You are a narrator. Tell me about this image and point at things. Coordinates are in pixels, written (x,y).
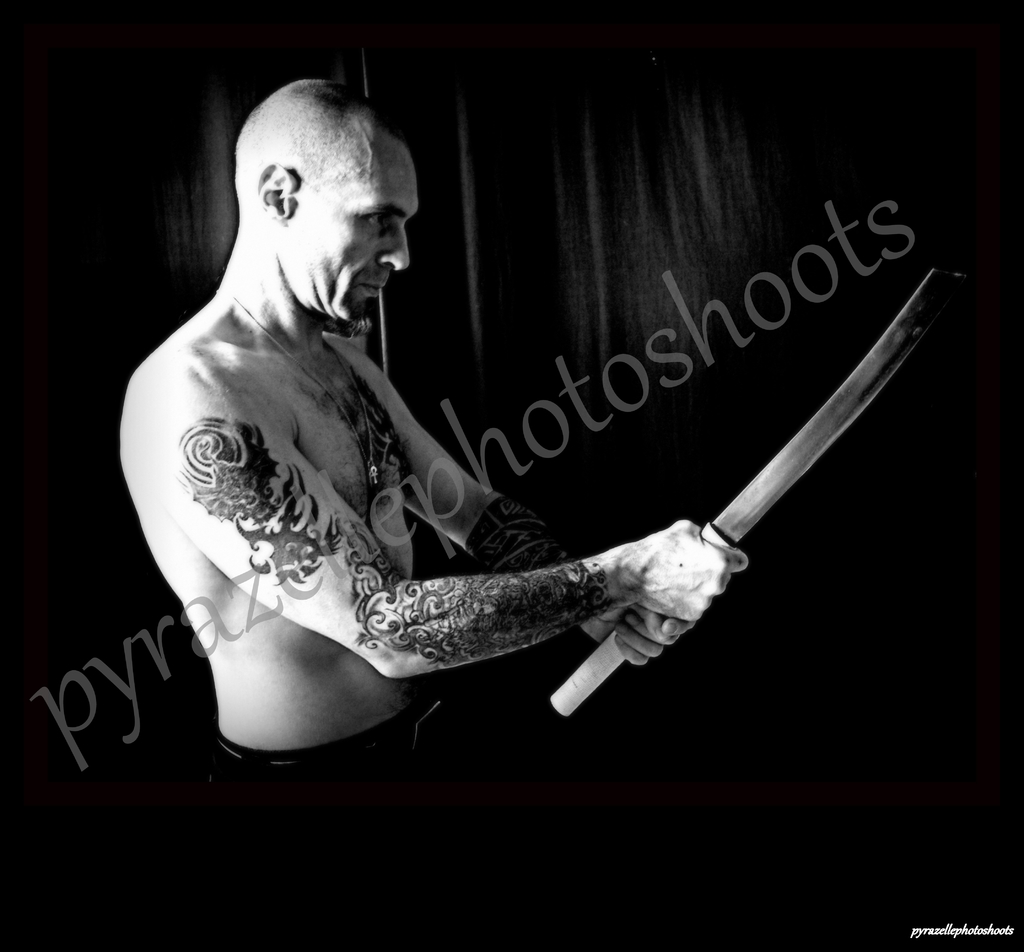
This is a black and white picture. Here we can see a man (308,626) holding a weapon (901,331) with his hands (635,583).
